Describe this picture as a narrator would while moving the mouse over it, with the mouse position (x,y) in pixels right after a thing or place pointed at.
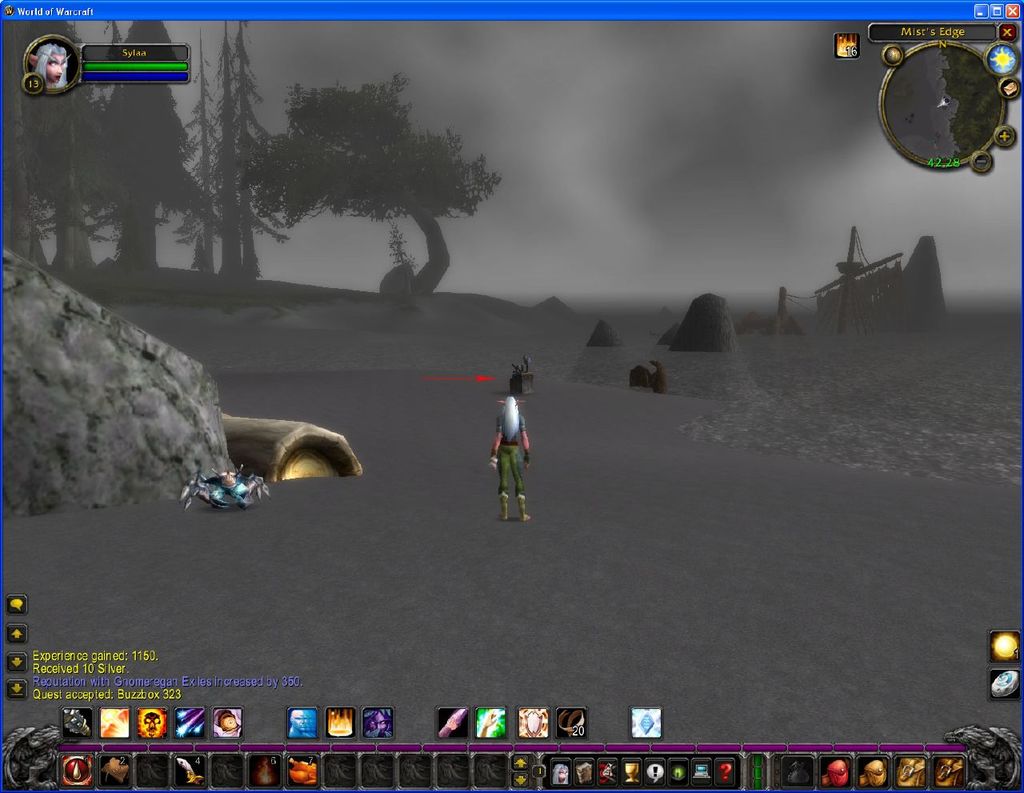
In this picture we can observe graphics. There is a person (510,432) standing on the land (449,506). On the right side (916,124) we can observe a map (921,80). There are some blocks (78,719). In the background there are trees (345,153) and a sky (635,160). We can observe water (860,396) on the right side (846,361).
